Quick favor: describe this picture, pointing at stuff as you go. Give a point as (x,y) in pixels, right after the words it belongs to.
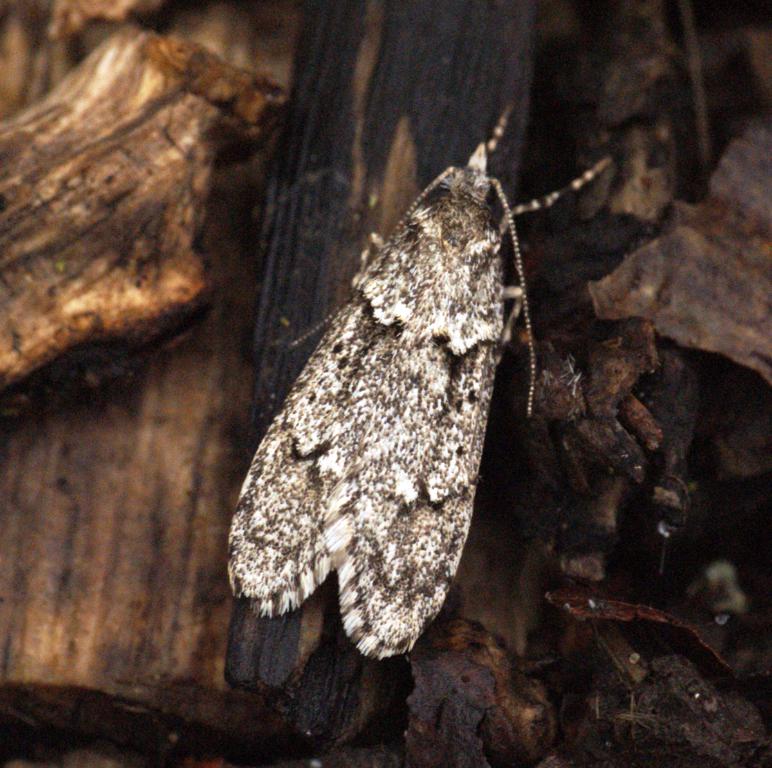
In this image, we can see a moth (444,438) on the wooden stick (318,253). Background (72,291) we can see a wooden pieces (424,709).
